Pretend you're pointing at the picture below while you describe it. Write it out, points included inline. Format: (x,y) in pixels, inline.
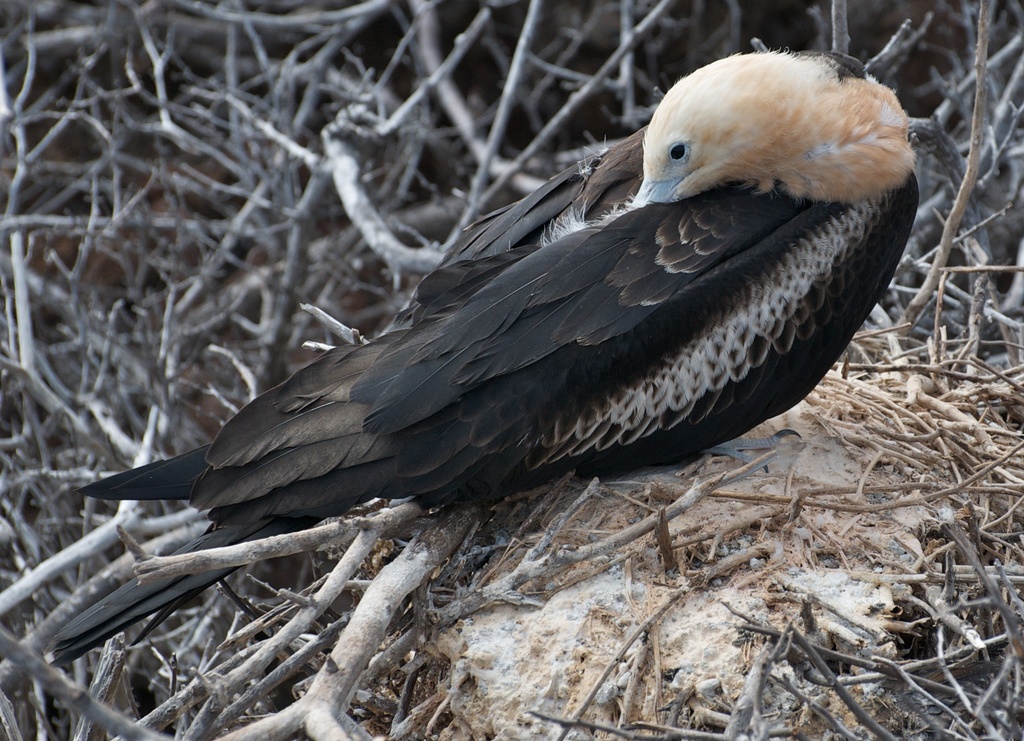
In this picture there is a bird (554,317) which is in black color and there are many sticks (246,141) beside it.
